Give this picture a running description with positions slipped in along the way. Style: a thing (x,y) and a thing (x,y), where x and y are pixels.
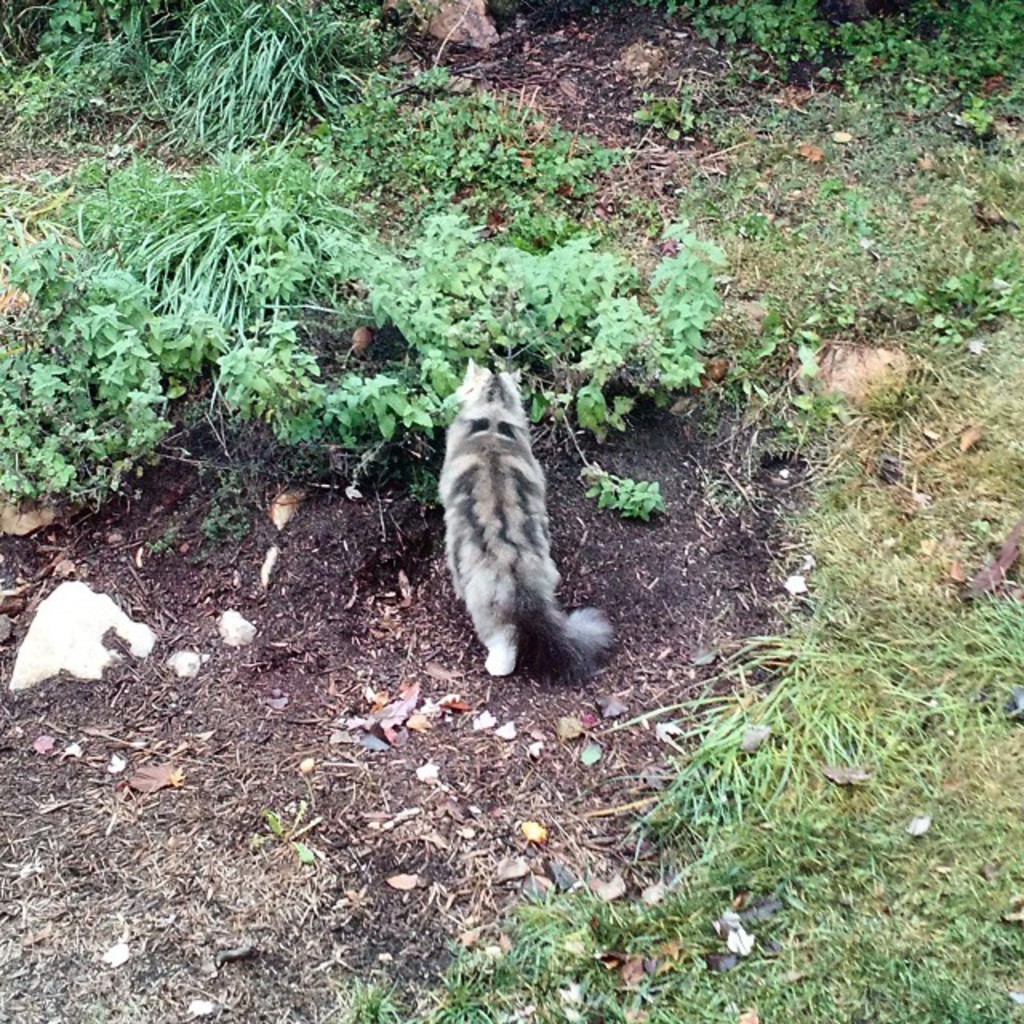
In the center of the image (544,534) we can see an animal (512,511). At the bottom (745,841) there is grass (763,865). In the background (457,254) we can see shrubs (92,301).
